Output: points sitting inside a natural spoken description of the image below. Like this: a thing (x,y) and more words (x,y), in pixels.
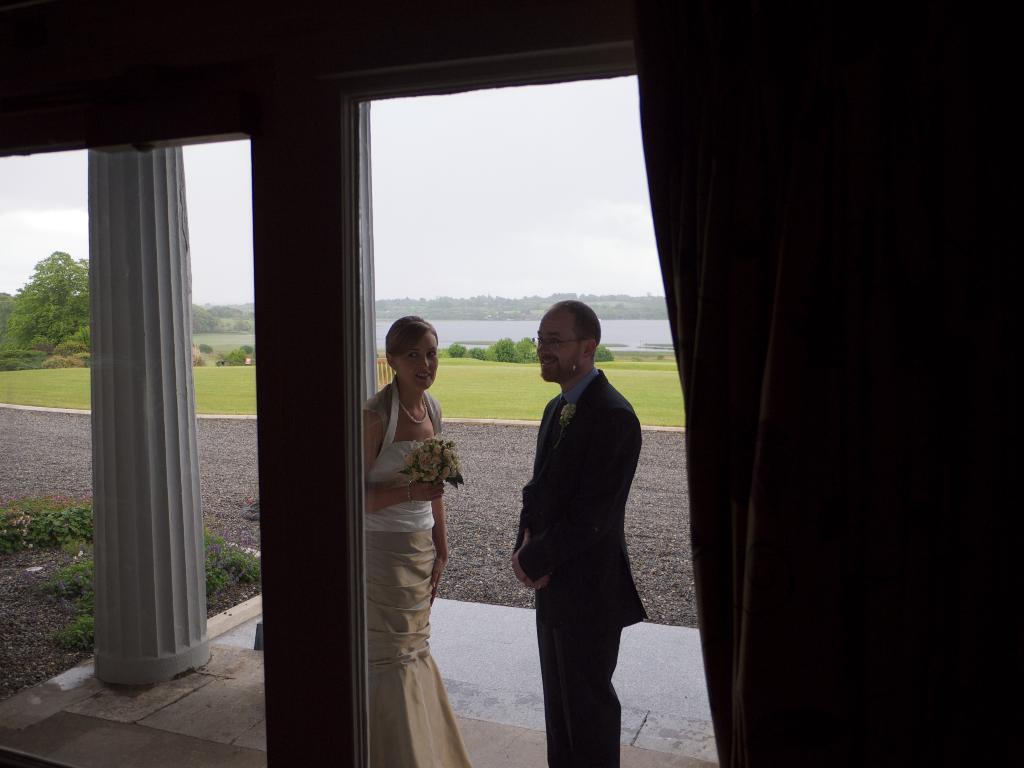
In the image we can see a man (525,535) and a woman (378,503) standing, wearing clothes (432,542) and the woman (419,522) is holding a flower bouquet (412,452) in her hand (424,490). Here we can see pillar (111,351), grass (224,387), trees (81,313), water (478,324) and the sky (497,239). The right part of the image (886,445) is dark.
